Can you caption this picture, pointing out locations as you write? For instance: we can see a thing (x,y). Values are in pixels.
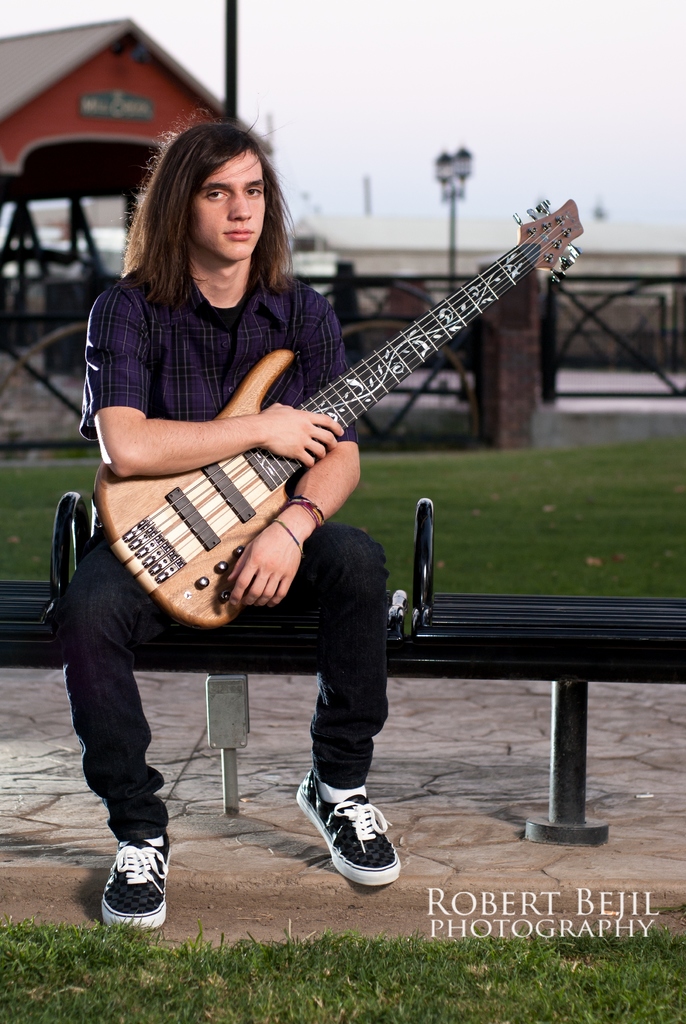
In this picture a man (182,383) in blue shirt (235,390) and black jeans (73,596) holding a guitar (181,602) and sitting on the bench (59,662) behind him there is a house (80,105) and some grills (474,352) and some grass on the floor (27,904).
